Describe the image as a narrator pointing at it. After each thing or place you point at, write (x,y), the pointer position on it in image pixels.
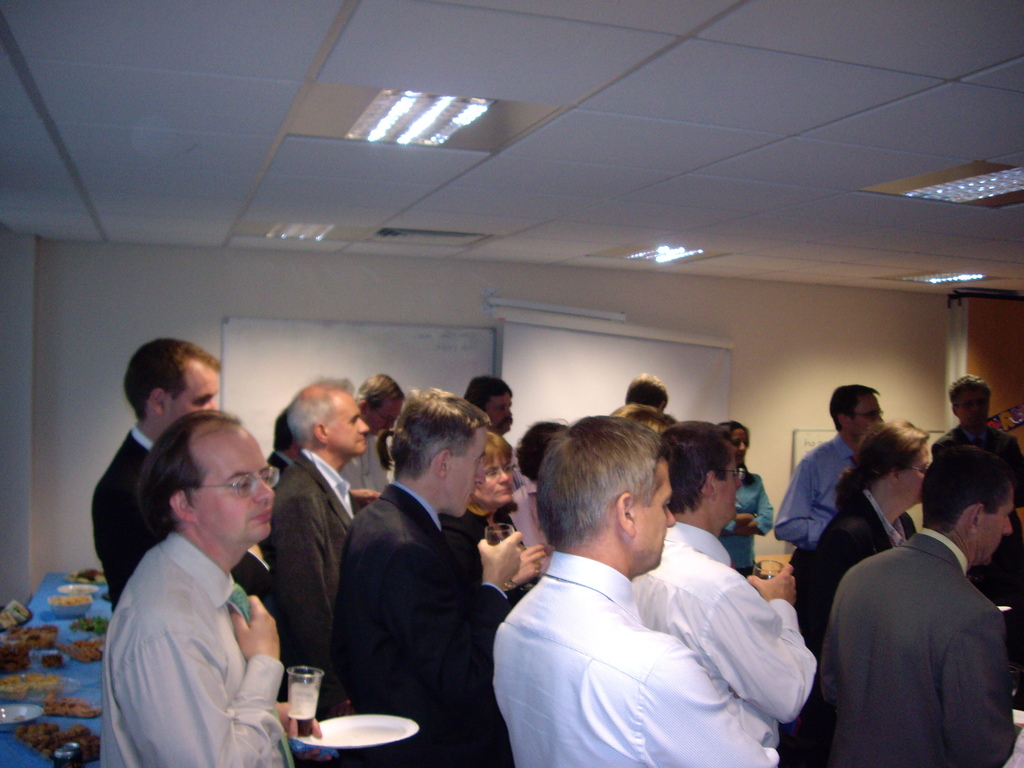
In the picture it looks like a party, many people (712,479) were standing and holding drink glasses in their hand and behind them there are a lot of food items (74,600) placed on the table (16,749), in the background (236,270) there is a wall (673,294) and there is a projector screen (560,314) and a white board (438,344) attached to the wall (60,559).
